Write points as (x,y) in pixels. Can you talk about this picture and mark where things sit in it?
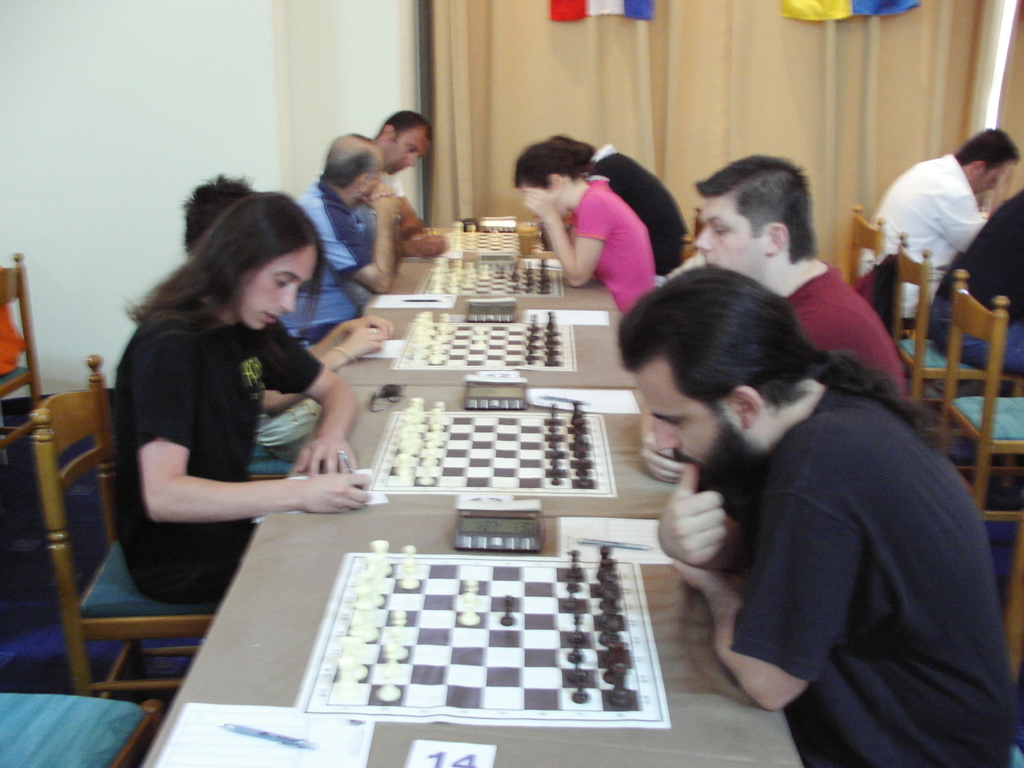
There are so many people (865,610) sitting on either sides of chair (1023,450) playing chess on chess board (367,674).
